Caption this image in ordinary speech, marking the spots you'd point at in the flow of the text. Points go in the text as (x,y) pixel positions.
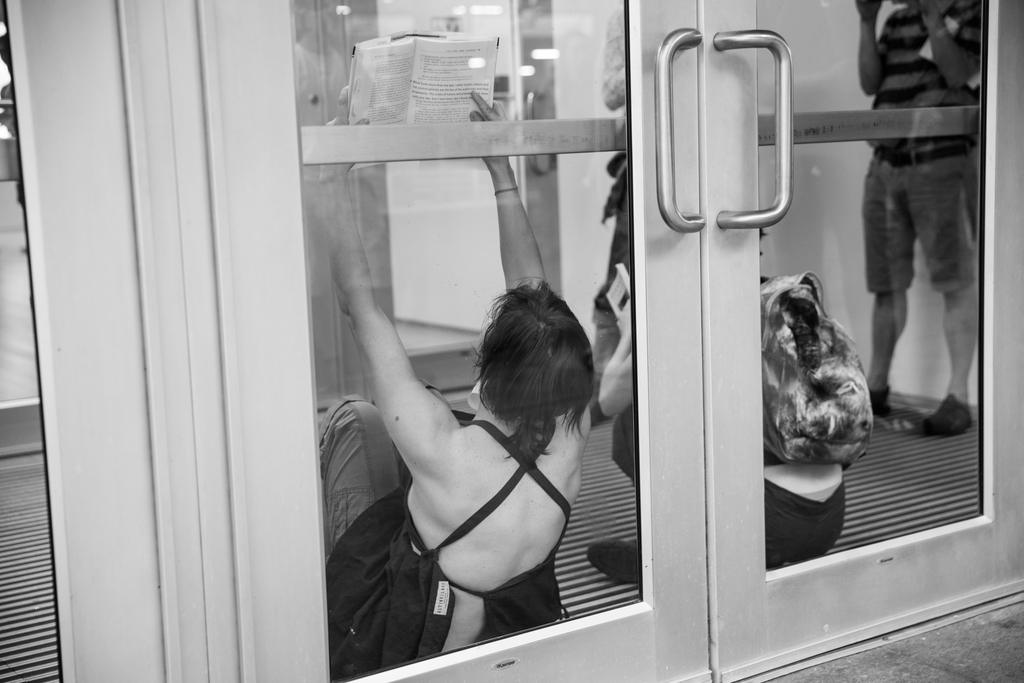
In this picture we can see glass doors (776,565), from glass doors (767,603) we can see people (794,503), one woman (356,558) is holding a book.
